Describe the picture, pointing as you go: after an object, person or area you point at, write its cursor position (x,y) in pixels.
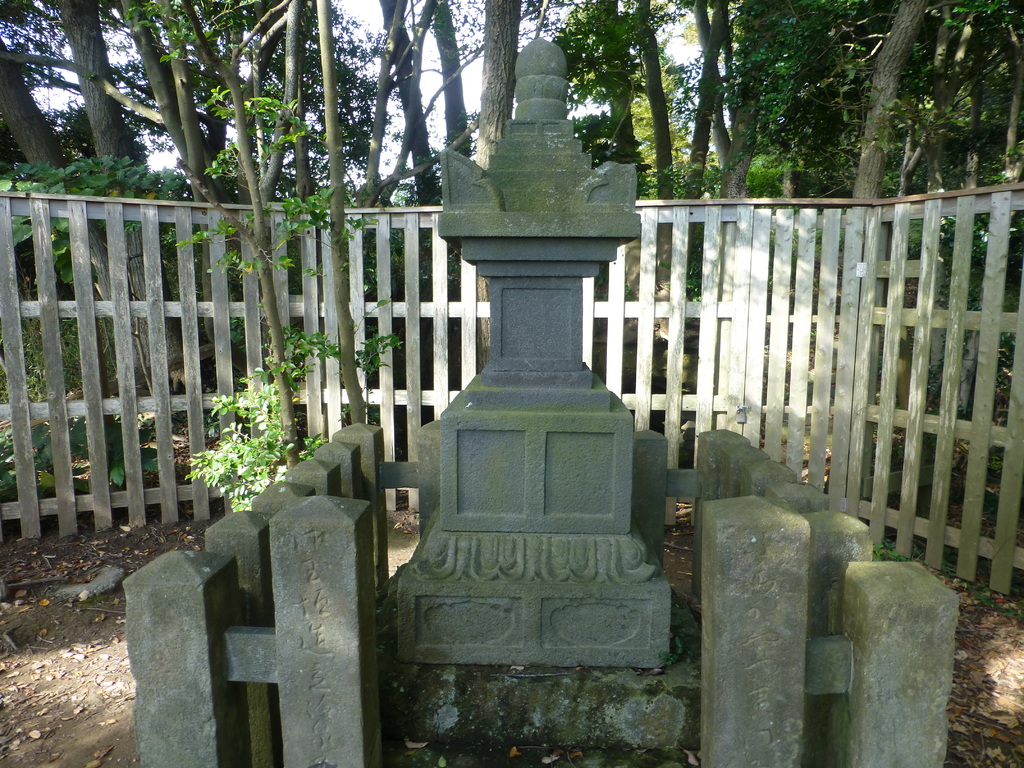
This image consists of some statue (647,590) in the middle (572,413). There are trees (710,98) at the top (903,11). There are plants (235,442) in the middle (344,375).
